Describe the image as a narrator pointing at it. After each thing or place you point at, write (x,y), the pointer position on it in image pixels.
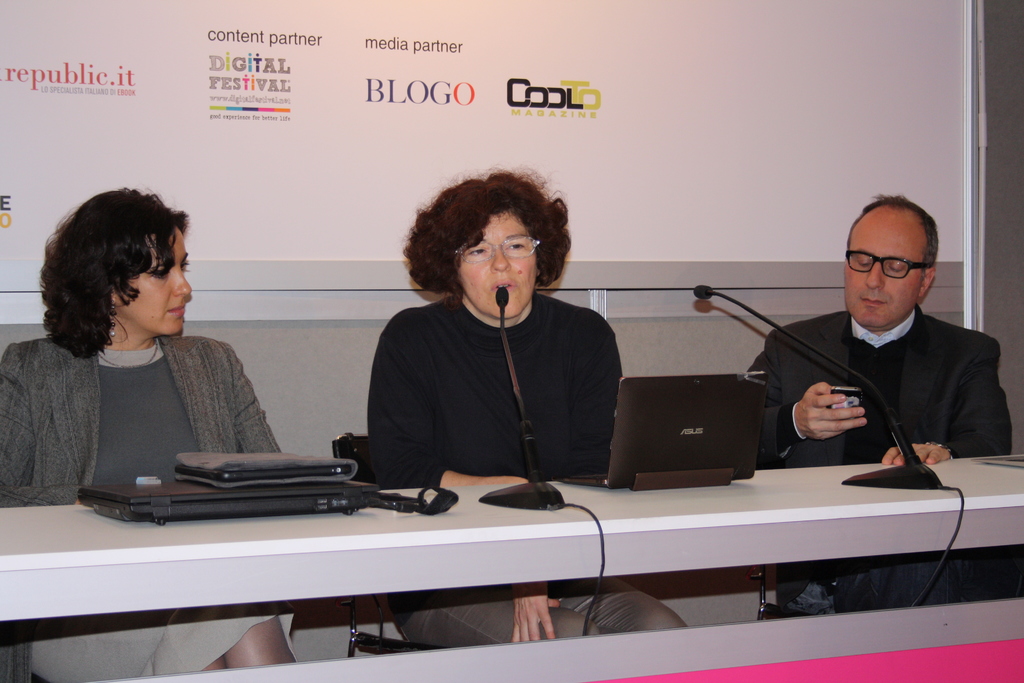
In this image we can see few persons (391,360) are sitting on the chairs (367,479) at the table (255,564). On the table (297,560) we can see laptops (341,510), microphones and objects (376,495) and the man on the right side (847,423) is holding a mobile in his hand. In the background (286,196) we can see texts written on a board (438,145) and we can see the wall (1019,105).
